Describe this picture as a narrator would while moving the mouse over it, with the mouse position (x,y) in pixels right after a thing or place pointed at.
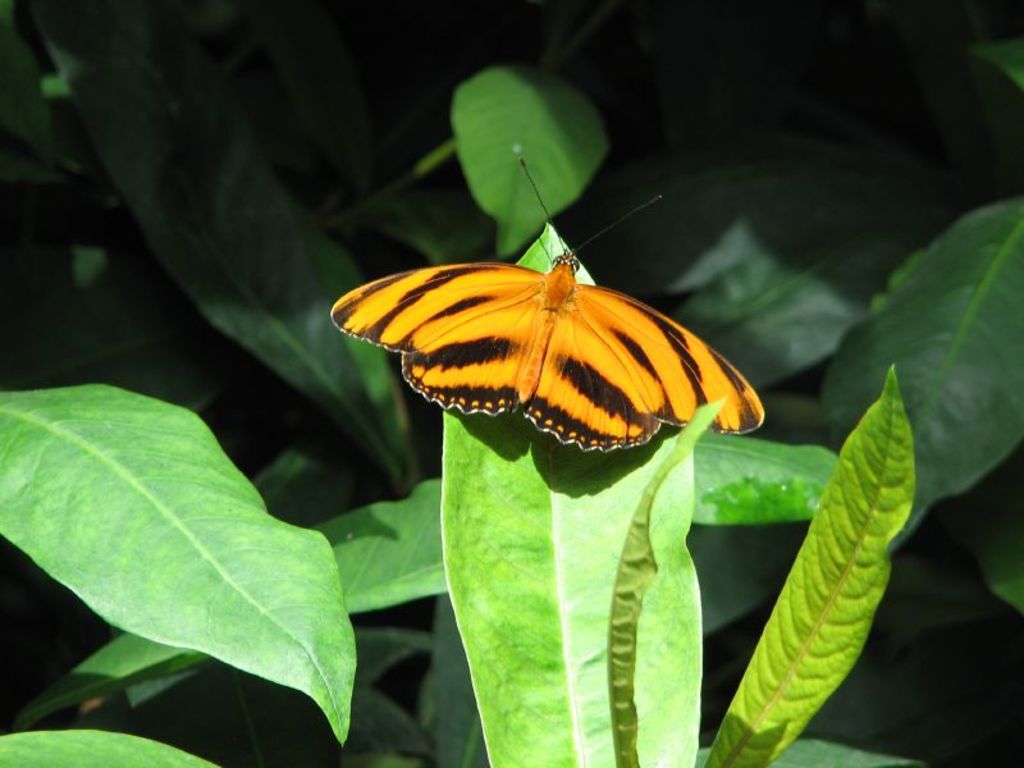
There is an orange color butterfly (624,317) on a leaf (535,531) of trees (523,602), which is having green color leaves (701,587). The background (817,49) is dark in color.
